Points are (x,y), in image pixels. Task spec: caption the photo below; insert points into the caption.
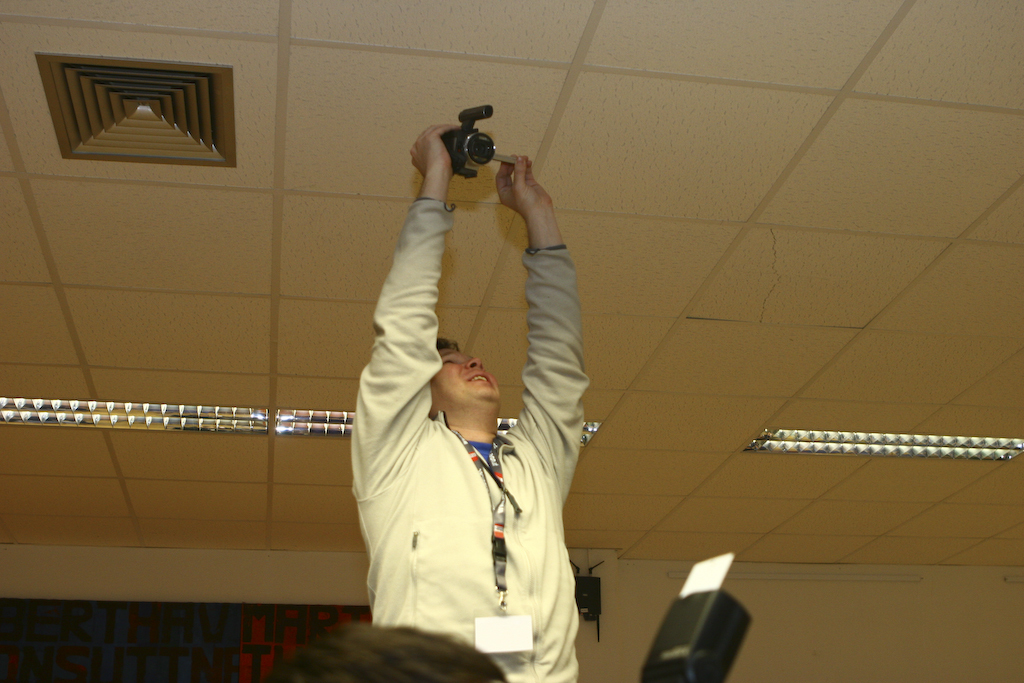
In this image one man (544,512) is standing and holding camera (486,153) in his hand (515,158), he is wearing ID (498,629) in his neck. The roof (502,151) of the room (502,151) is in white color.
